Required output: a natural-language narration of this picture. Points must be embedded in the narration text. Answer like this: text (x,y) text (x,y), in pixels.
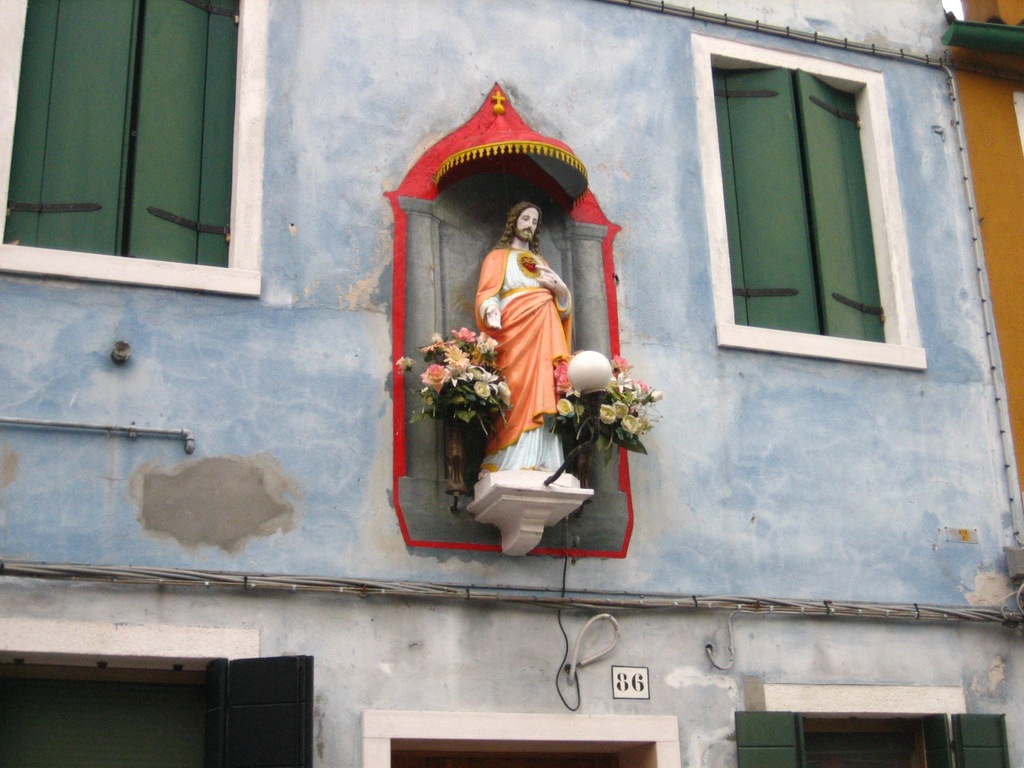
Here I can see a building (281,411) along with the windows (791,189). In the middle of this image (516,331) I can see an Idol (523,314) which is attached to the wall (406,264). On both sides of this idol (522,380) I can see some artificial flowers (565,393).
